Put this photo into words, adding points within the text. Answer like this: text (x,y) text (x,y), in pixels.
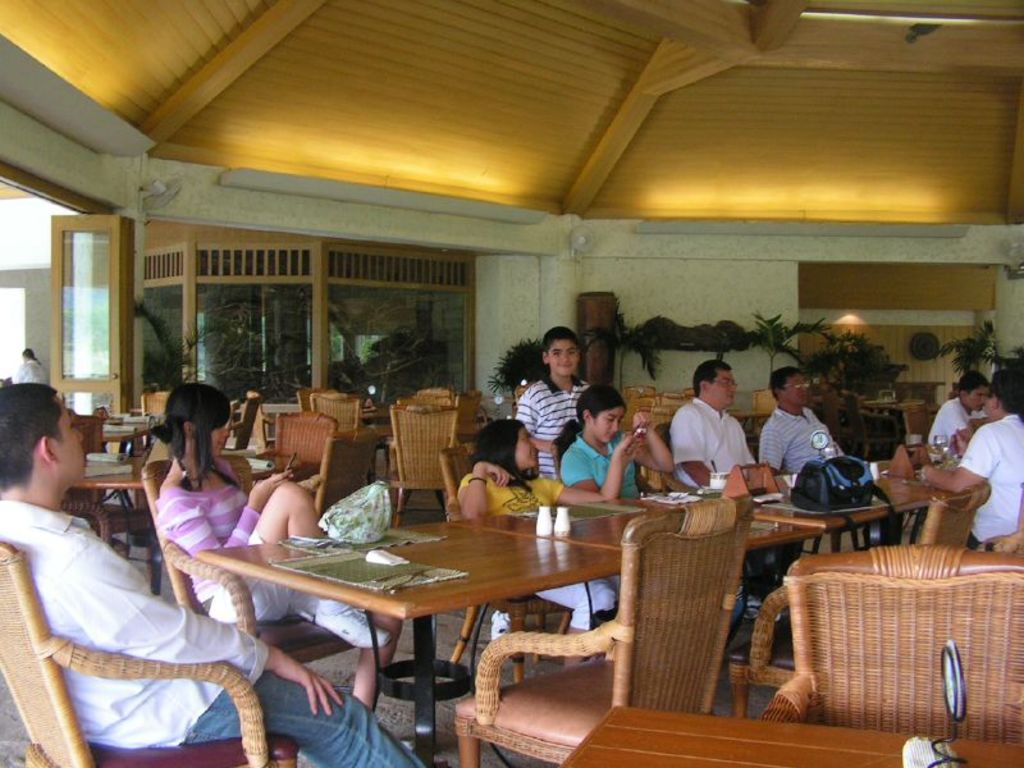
IN a room (472,470) there are many people (619,472) sitting. In front of them there is a table (499,568). On the table (473,568) there are some Table mat (362,570) and there is a bag (821,471). And behind them there is a plant (786,350). On the top (668,110) there is a roof (724,128). There are some chairs (662,574). And to the left side (92,308) there is a door (66,293).
